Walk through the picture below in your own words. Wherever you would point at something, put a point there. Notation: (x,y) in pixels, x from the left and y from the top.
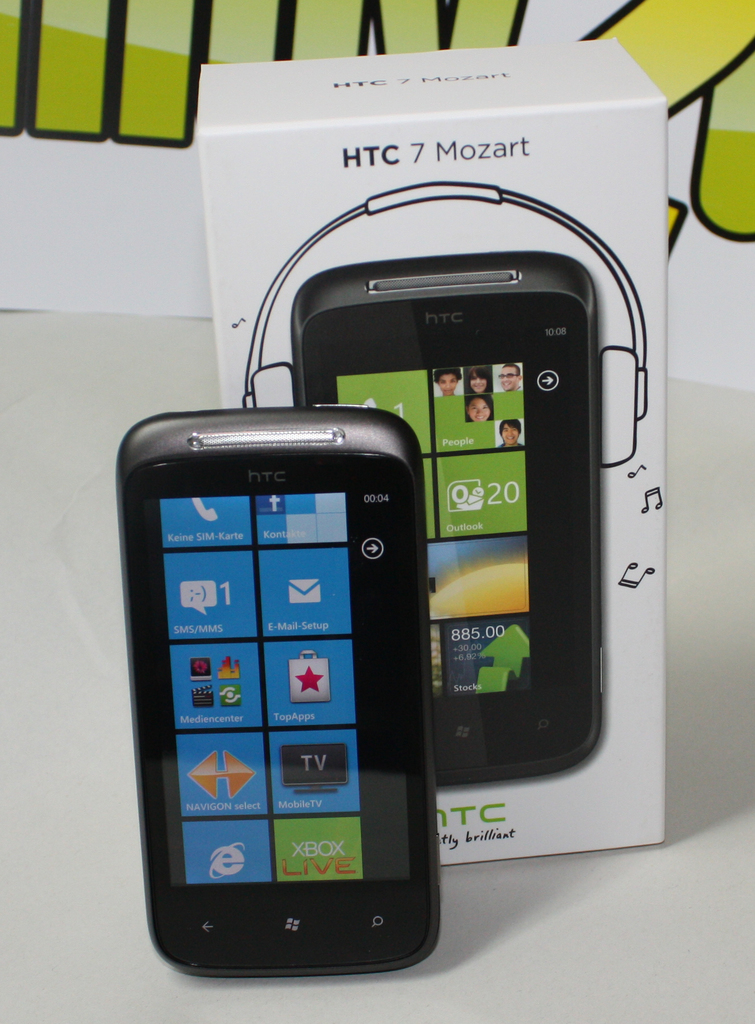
In the front of the image (533,534) there is a mobile (212,714) and mobile box (501,712) is on the white surface (671,865). In the background of the image (629,6) there is a poster (74,109).
